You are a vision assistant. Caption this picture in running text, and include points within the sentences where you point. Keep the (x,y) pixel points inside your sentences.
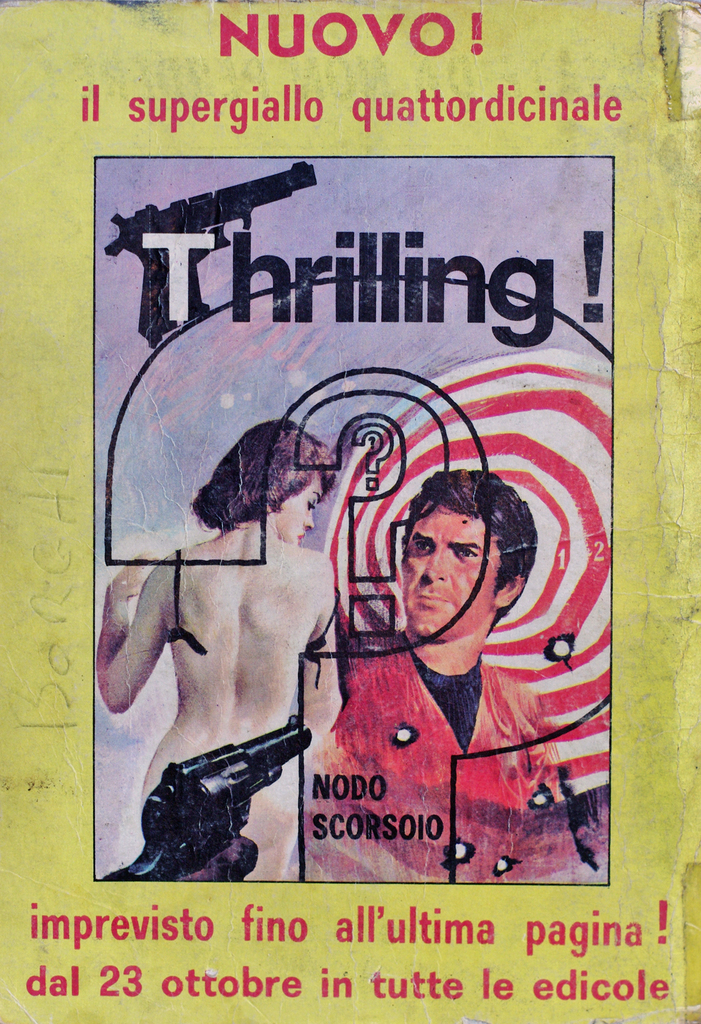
In this picture we can see a poster (383,334), in the poster (380,557) we can find some text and few people (309,712).
